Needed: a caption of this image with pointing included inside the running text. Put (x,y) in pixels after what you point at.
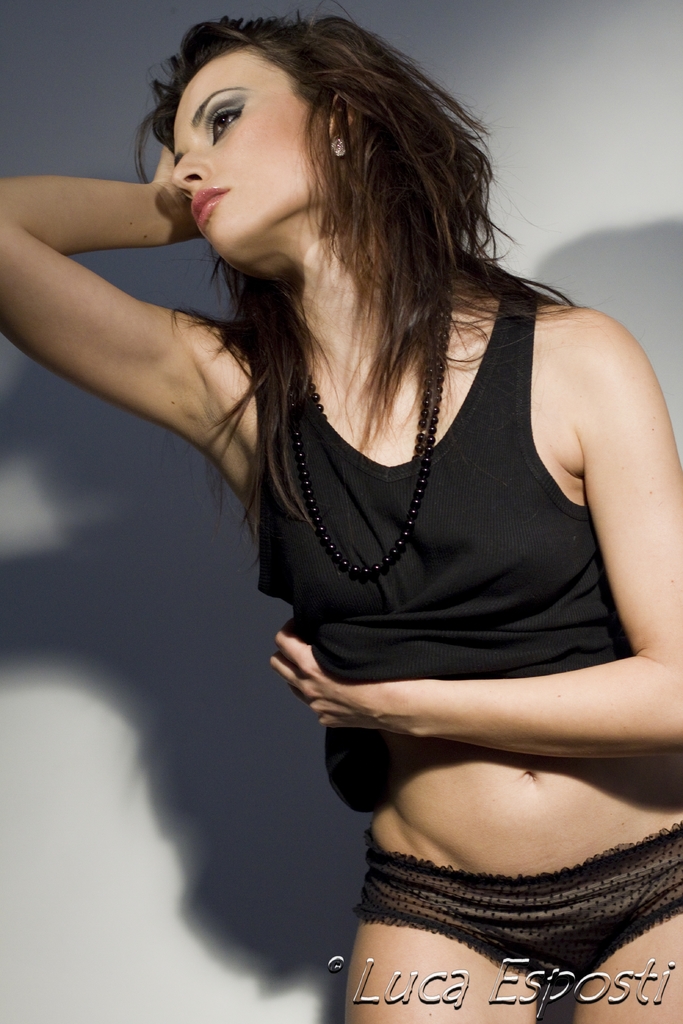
In this image, we can see a lady (444,632) standing and at the bottom (555,997), there is some text (548,988) written and the background (572,214) is in white color.
